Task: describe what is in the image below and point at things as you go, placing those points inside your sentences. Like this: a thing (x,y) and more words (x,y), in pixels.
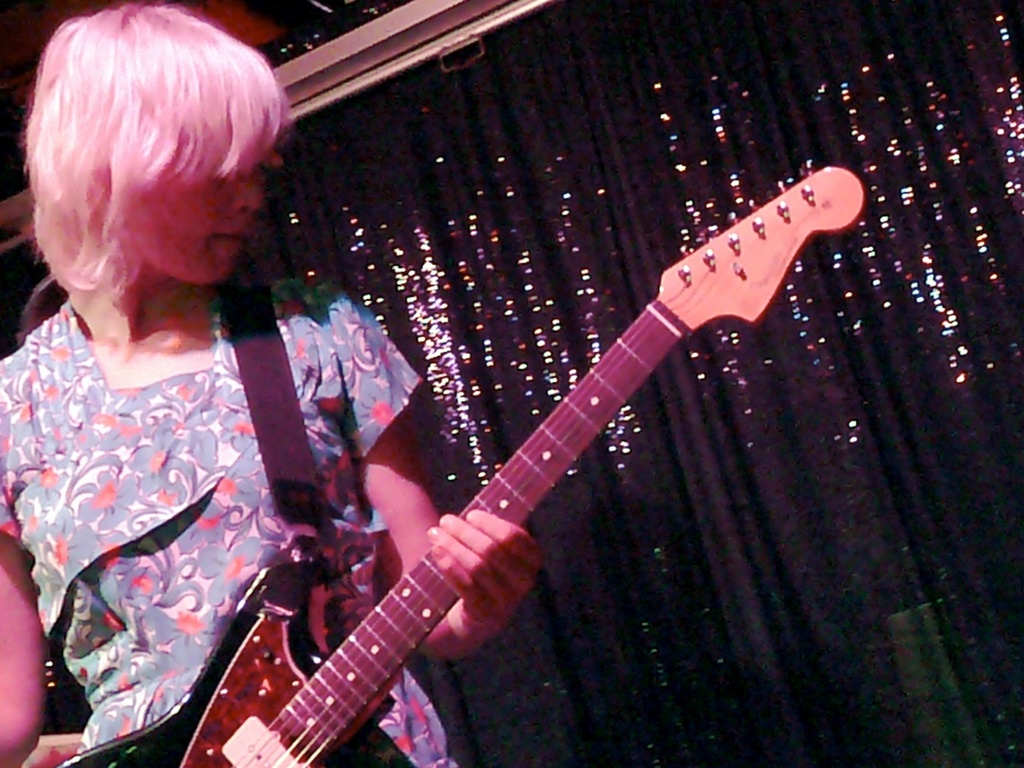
In the picture we can find a woman (86,434) standing and holding a guitar (655,309). Woman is wearing a blue dress (360,377) with some designs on it. In the background (520,412) we can find a black curtain (532,404) with radium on it.
